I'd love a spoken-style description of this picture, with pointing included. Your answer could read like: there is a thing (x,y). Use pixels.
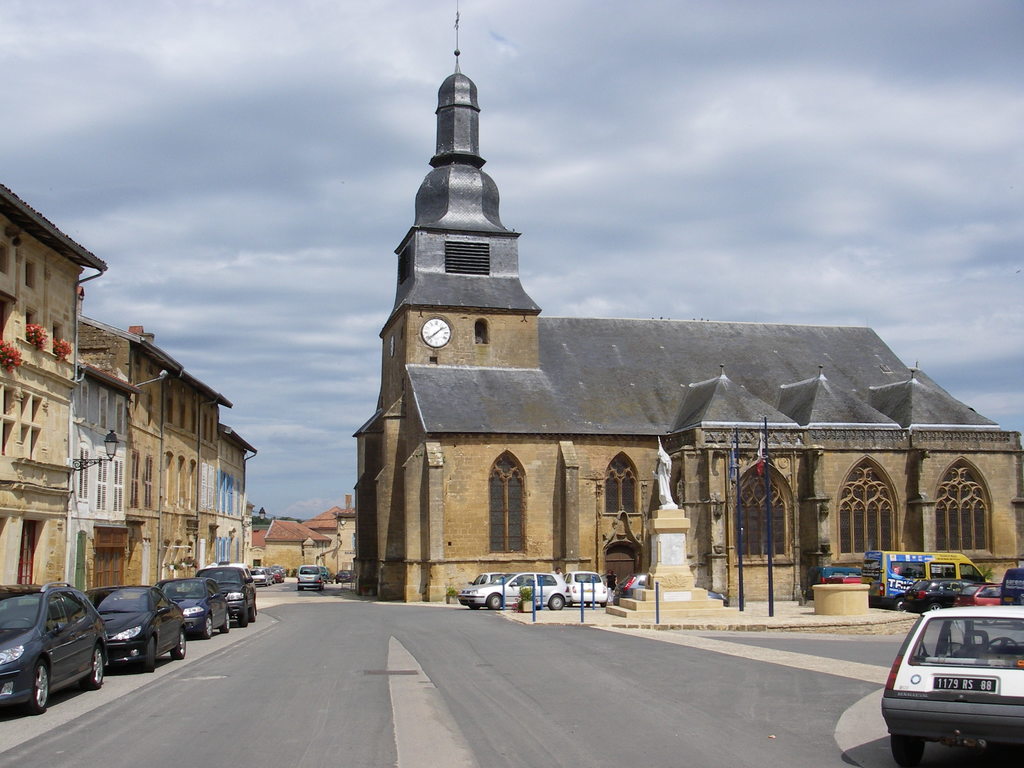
To the bottom of the image (409,652) there is a road (499,751). To the left side of the image (182,656) there are black cars (133,647) on the footpath (24,722). Behind the cars (166,609) there are buildings (16,330) with roofs (107,381), windows (106,471) and walls (61,501). And also there are pipes (162,385) and lamps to it. To the right side of the image (742,597) there is a footpath (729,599) with statue (689,526) and poles (770,606) in it. Behind the footpath (774,622) there are cars (890,575). And also there is a building (576,559) with walls (482,504), roofs (558,408) and windows (500,535). On the wall (697,539) of the building (464,330) there is a clock (439,337). In the background (334,521) there are buildings (300,562) and few cars (304,576) on the road (298,593).
